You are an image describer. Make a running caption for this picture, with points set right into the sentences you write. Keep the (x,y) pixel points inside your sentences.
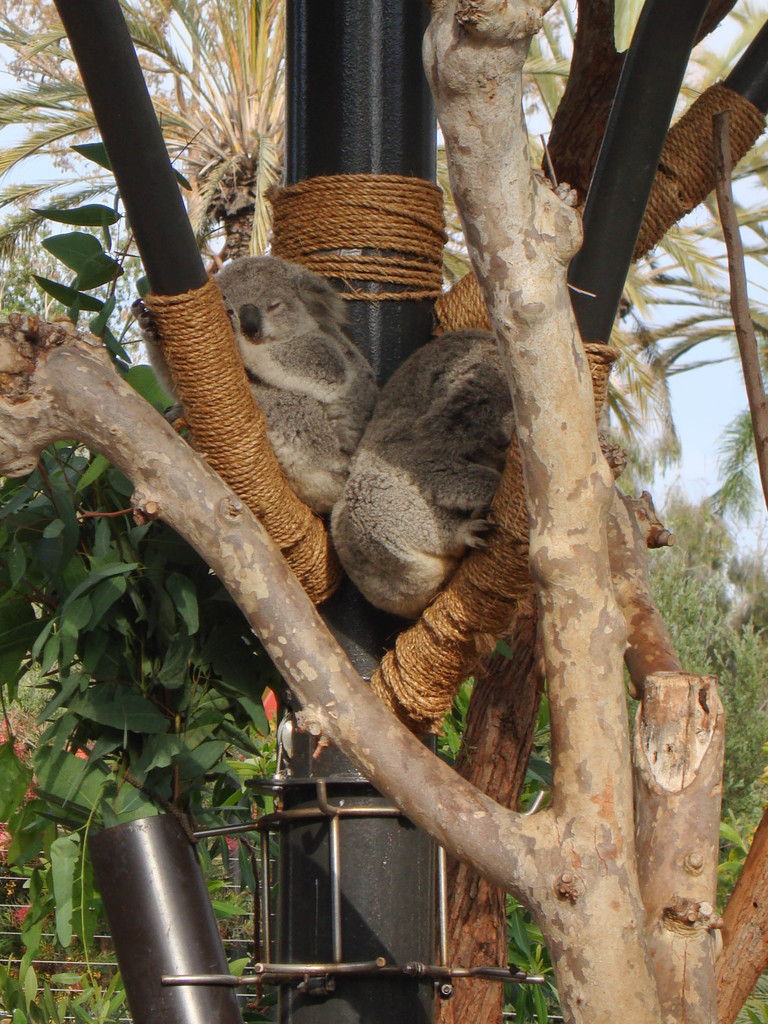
In the image we can see there is a tree (562,344) and rope (336,233) is tied around a metal pole (353,149). and there are two koalas (387,468) sleeping.
